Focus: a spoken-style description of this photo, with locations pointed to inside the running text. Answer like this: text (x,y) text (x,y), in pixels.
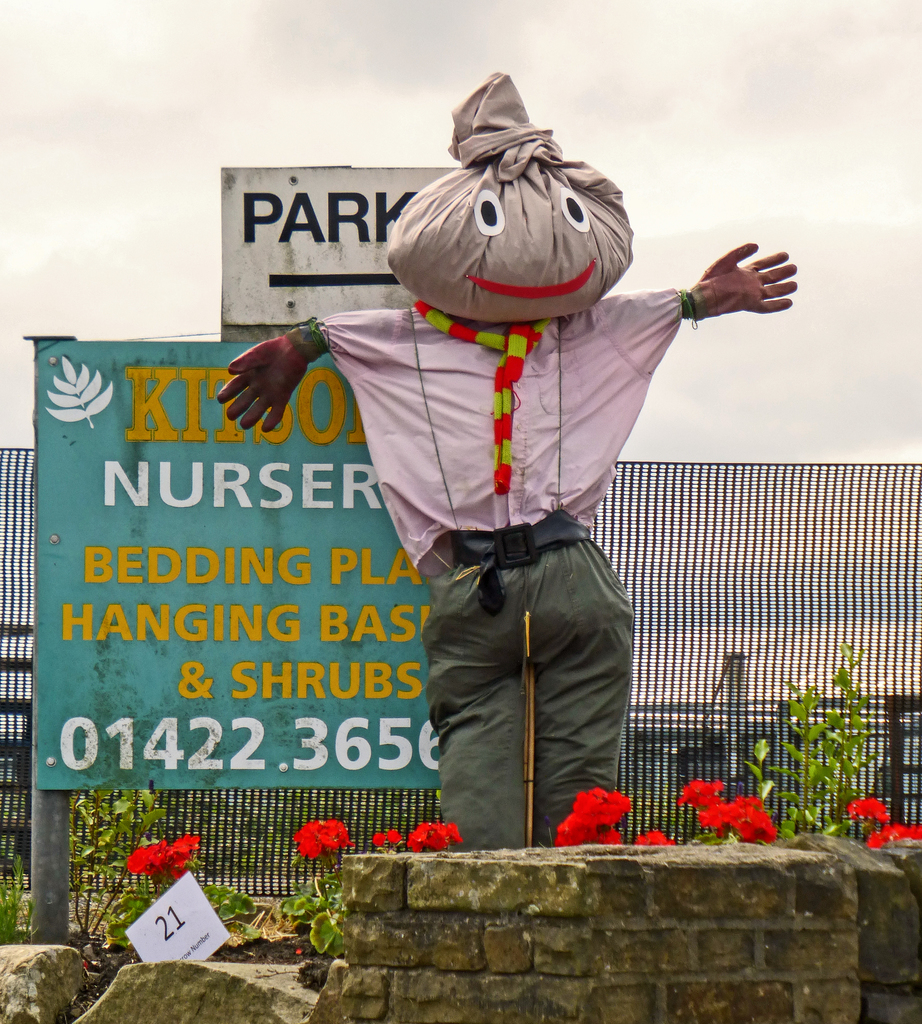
In this picture there is a Mascot (451,791) in the center of the image (490,591) and there are geranium plants (141,850) at the bottom side of the image (704,823) and there are poster (176,376), sign board (282,306) and a boundary (862,566) in the background area of the image (632,704).
